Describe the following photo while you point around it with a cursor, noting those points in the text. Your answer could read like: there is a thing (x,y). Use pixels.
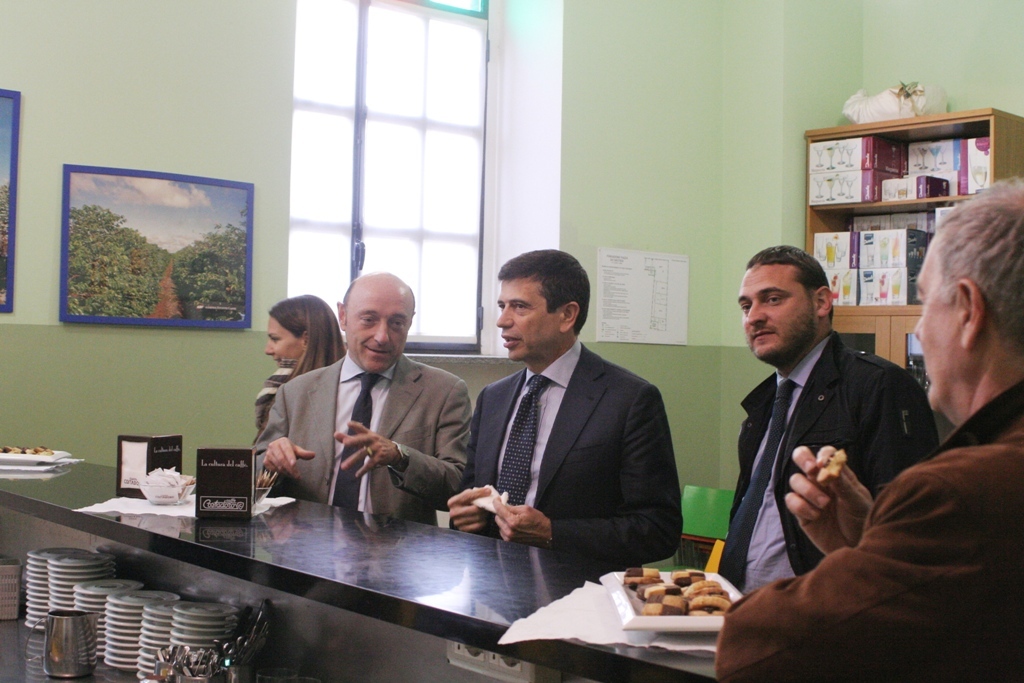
In this image, we can see a few people (763,560). We can see the table (183,525) with some objects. We can see some plates (113,615), a mug (85,655). There are photo frames (68,301) on the wall (16,337). We can see a window (461,330) and a poster (665,294). We can see a wardrobe (829,213) with some objects (897,224).
